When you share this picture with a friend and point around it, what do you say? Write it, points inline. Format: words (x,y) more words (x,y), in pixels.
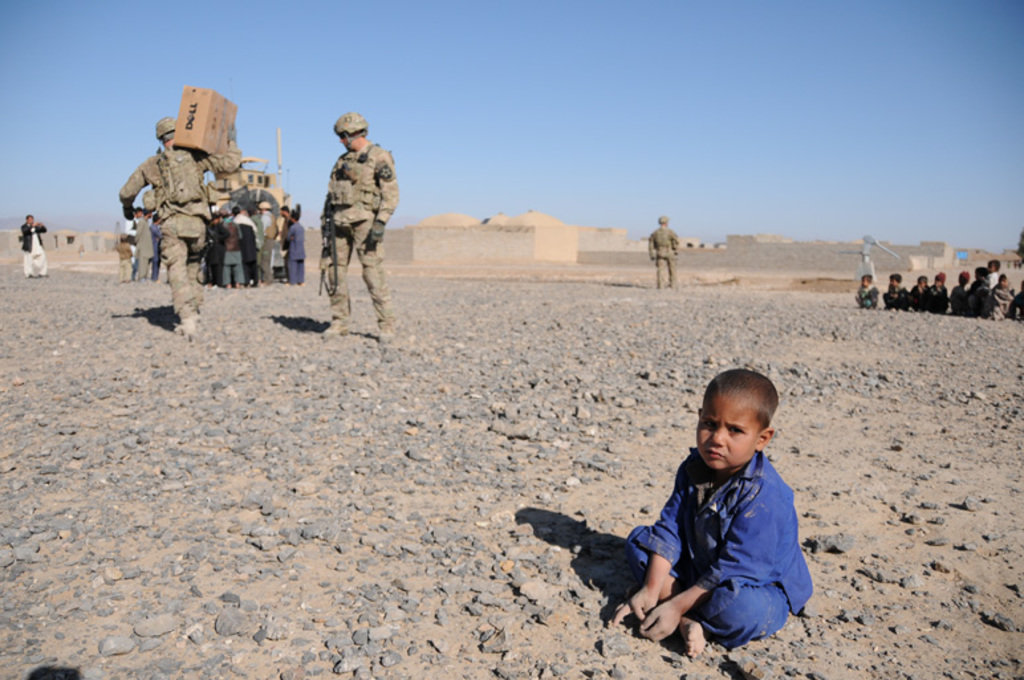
In the foreground of the image (704,551) we can see a boy (746,521) sitting on the ground (848,590). On the left side of the image (246,252) we can see group of persons (296,252) standing, Two persons (353,220) are wearing military uniform (350,202) and a hat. One person (186,166) is holding a box (189,126) with his hand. On the right side of the image (985,287) we can see a group of children (963,287) sitting on the floor (980,368). In the background (671,249), we can see a vehicle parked on the ground (838,285), a person (658,259) standing, group of buildings (717,248) and the sky (647,90).
